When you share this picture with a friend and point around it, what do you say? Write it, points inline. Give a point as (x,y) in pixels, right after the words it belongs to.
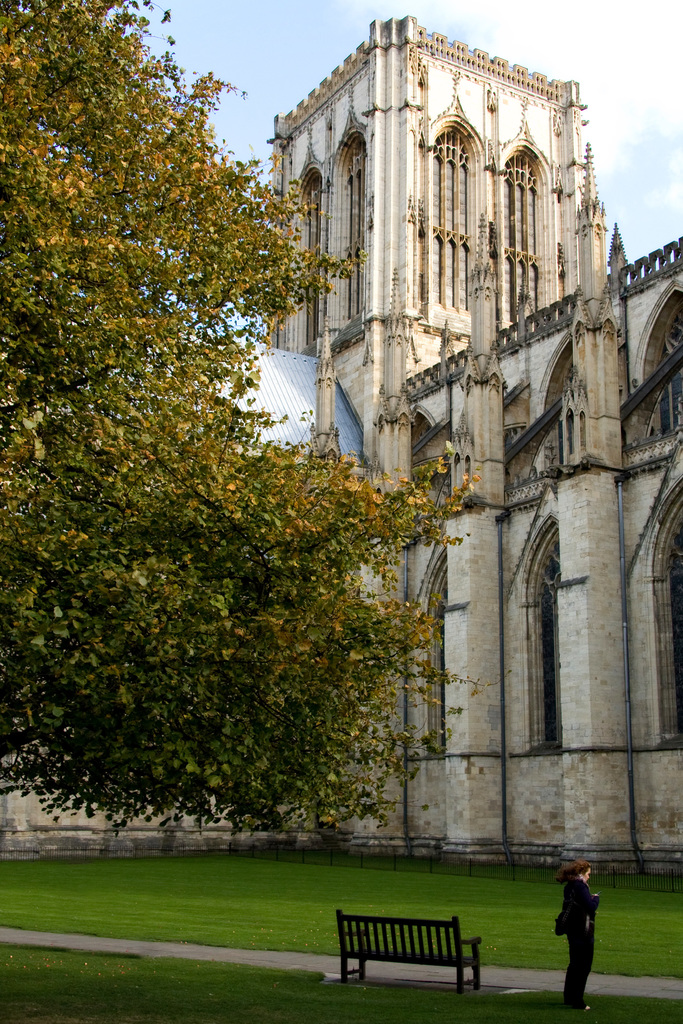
In this picture I can see there is a woman (582,936) standing on the right side (577,998) and there is a bench (356,918), there's grass (204,899) on the floor (215,909) and there is a building (479,338) in the backdrop (469,496) and a tree (209,419) on the left side (123,271). The sky (582,30) is clear.
